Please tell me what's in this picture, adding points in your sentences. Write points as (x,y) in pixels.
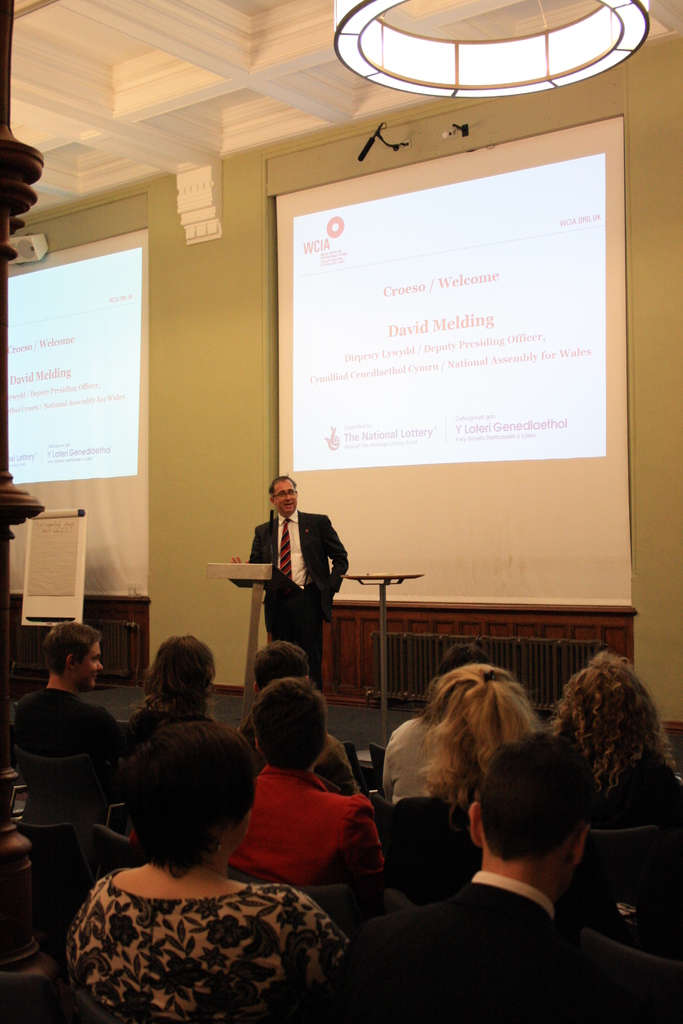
Here in this picture in the front (267,789) we can see number of people (270,708) sitting on chairs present on the floor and in front of them we can see a person (320,577) standing over a place and he is speaking something with a microphone (271,549) with him and we can also see a speech desk (266,576) present and behind him we can see a projector screen (393,447) with something projected on it and we can see the person (288,530) is wearing suit (264,541) on him and on the roof (547,3) we can see light (386,28) present.
